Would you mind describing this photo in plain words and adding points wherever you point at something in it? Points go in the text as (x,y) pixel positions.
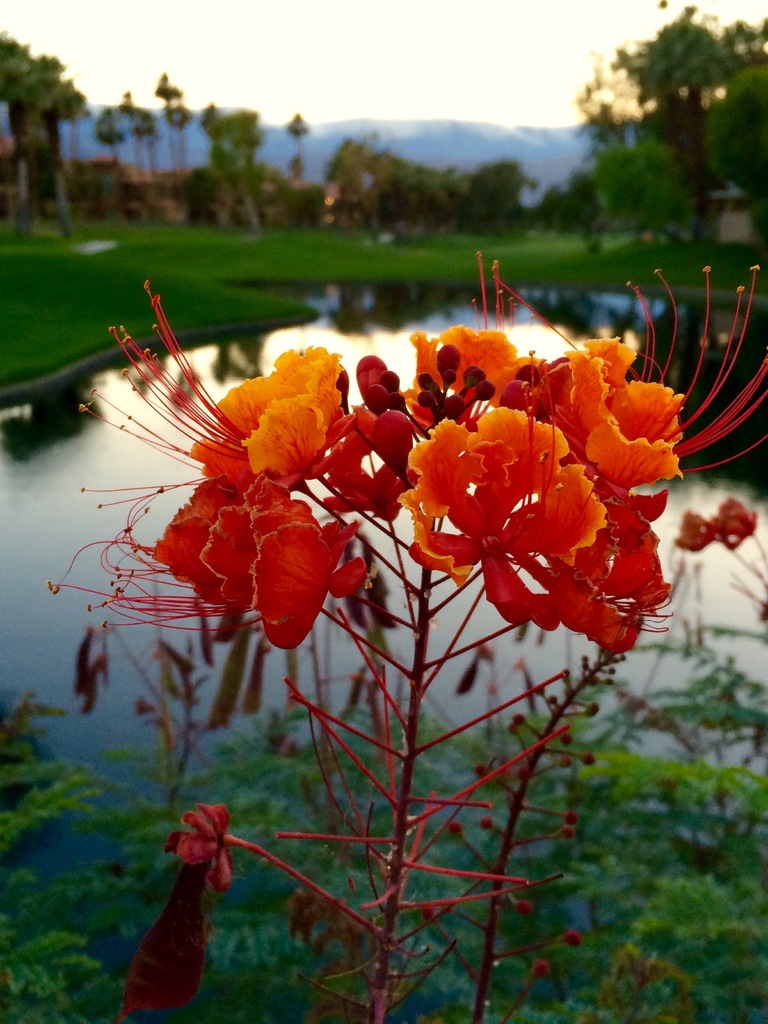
In this picture we can see there are plants (357,889) with flowers (346,476) and buds (411,424). Behind the flowers (378,494) there is water (298,329), grass (274,257), trees (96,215), hills (447,138) and the sky (413,44).
